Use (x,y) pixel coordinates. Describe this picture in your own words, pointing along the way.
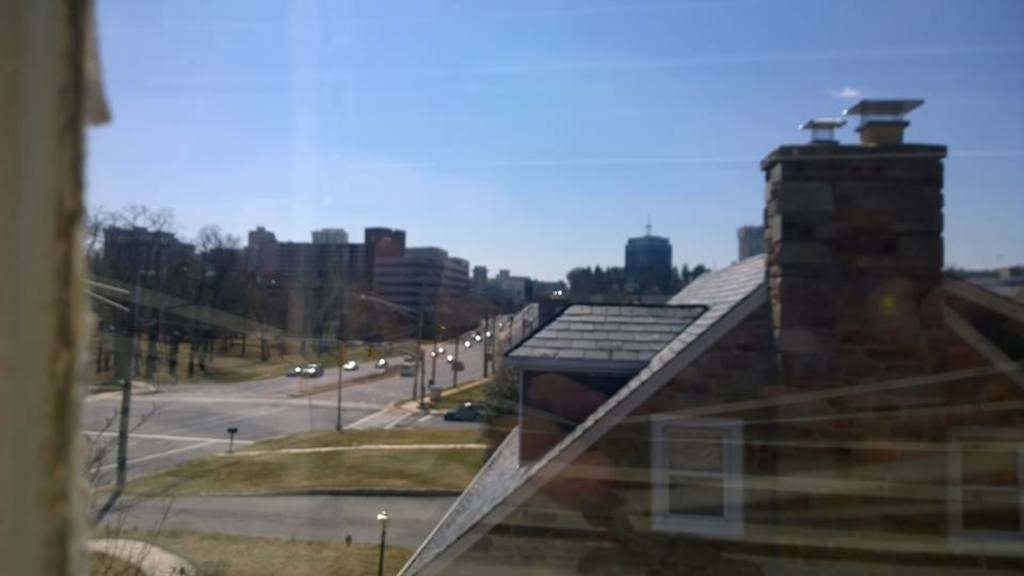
This image is taken through the glass (688,525), where we can see buildings (317,280), road (292,385), vehicles (468,345) moving on the road (286,405), few poles (485,333), trees (435,330) and the sky (360,125).
